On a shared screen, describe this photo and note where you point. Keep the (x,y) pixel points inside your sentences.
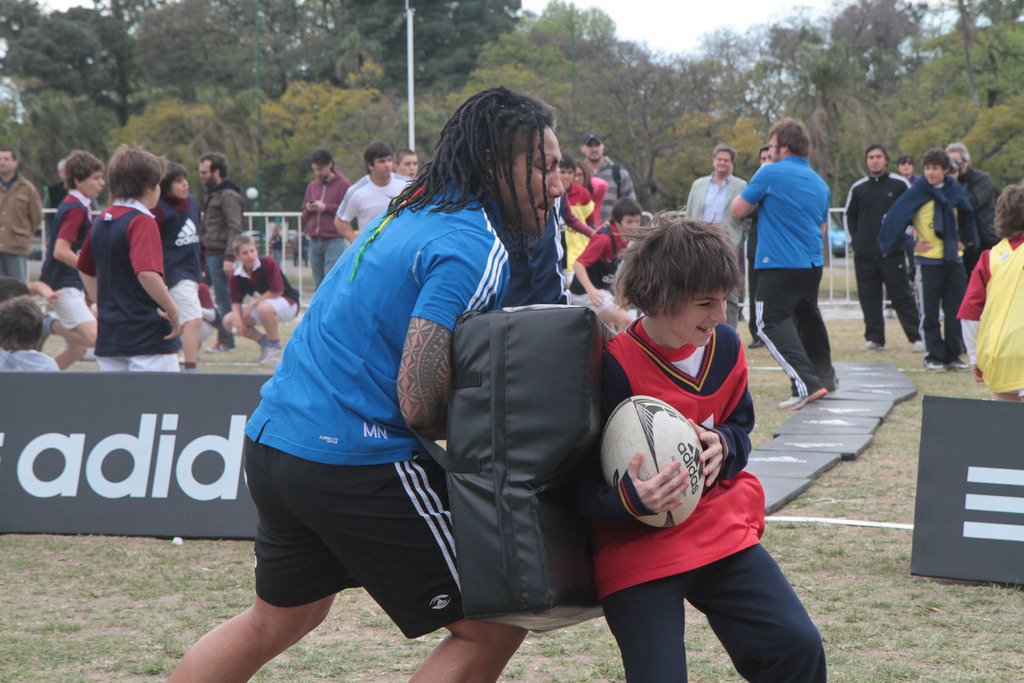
This boy (805,647) is holding a ball (657,454). Most of the persons (136,210) are standing. This person (266,323) is in a squat position. Far there are number of trees (696,78).
